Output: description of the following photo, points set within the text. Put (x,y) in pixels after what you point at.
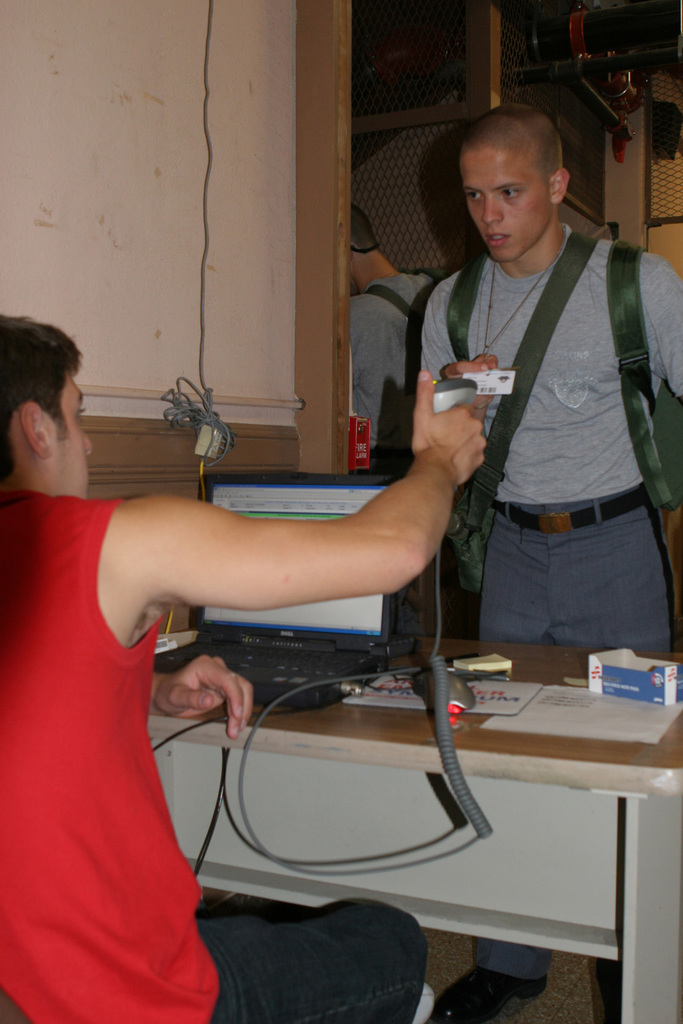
In this picture there is a man (533,167) standing, there is another person (107,991) sitting over here. There is a table (655,784) in front of them with some papers (569,692) and a small carton box (636,678), a laptop (277,688) and on to the left side (133,132) there is a wall (171,212).
